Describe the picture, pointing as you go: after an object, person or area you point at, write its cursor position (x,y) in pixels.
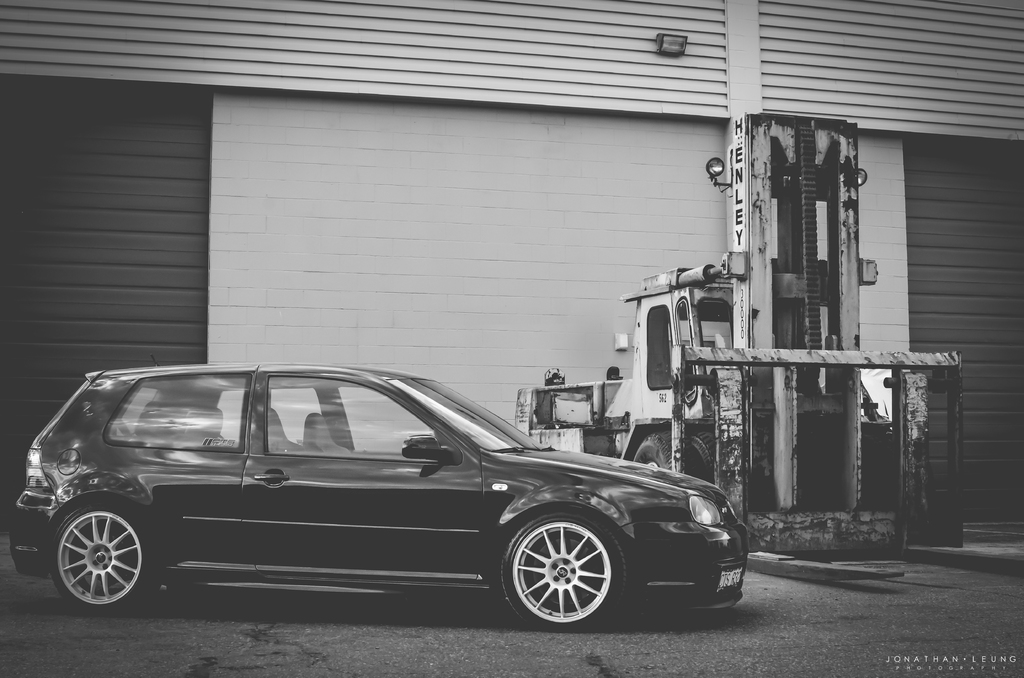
In the foreground of this image (377,470), there is a car (419,504) on the ground (790,667) and in the background (736,379), there is a vehicle (667,379) near a wall (589,366) and on top (699,46) there is a wall (576,52) and a light (665,52) on it.
